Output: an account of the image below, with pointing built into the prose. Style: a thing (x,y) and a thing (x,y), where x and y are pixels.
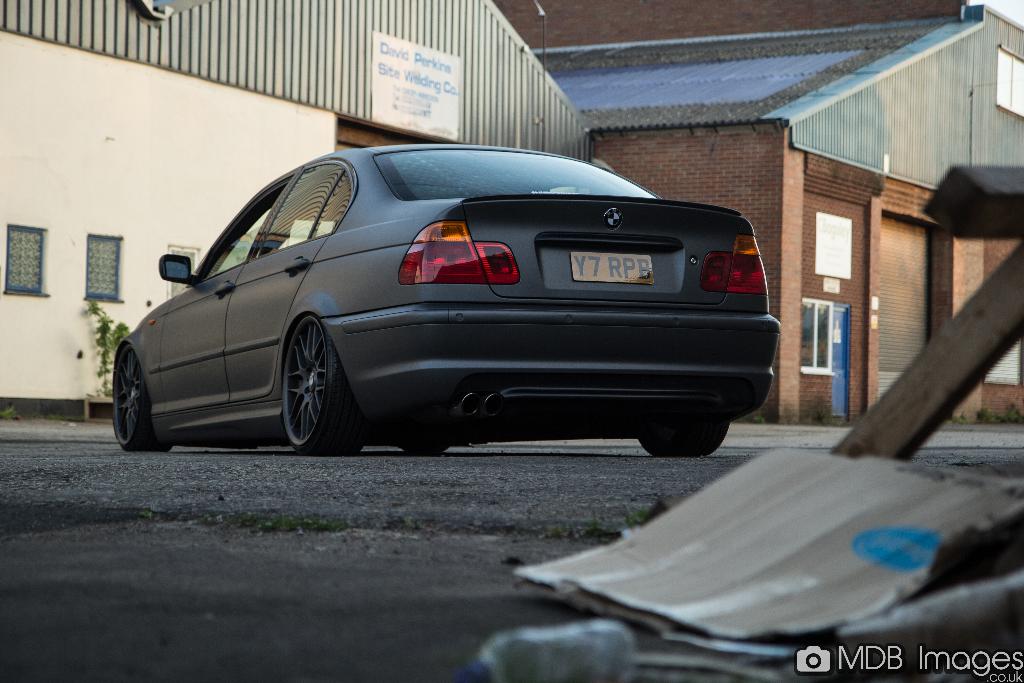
In this image we can see a car (479,442) on the road (278,475). In the background of the image (464,115) there are houses (614,85). At the bottom of the image (848,664) there is some text (860,657).
